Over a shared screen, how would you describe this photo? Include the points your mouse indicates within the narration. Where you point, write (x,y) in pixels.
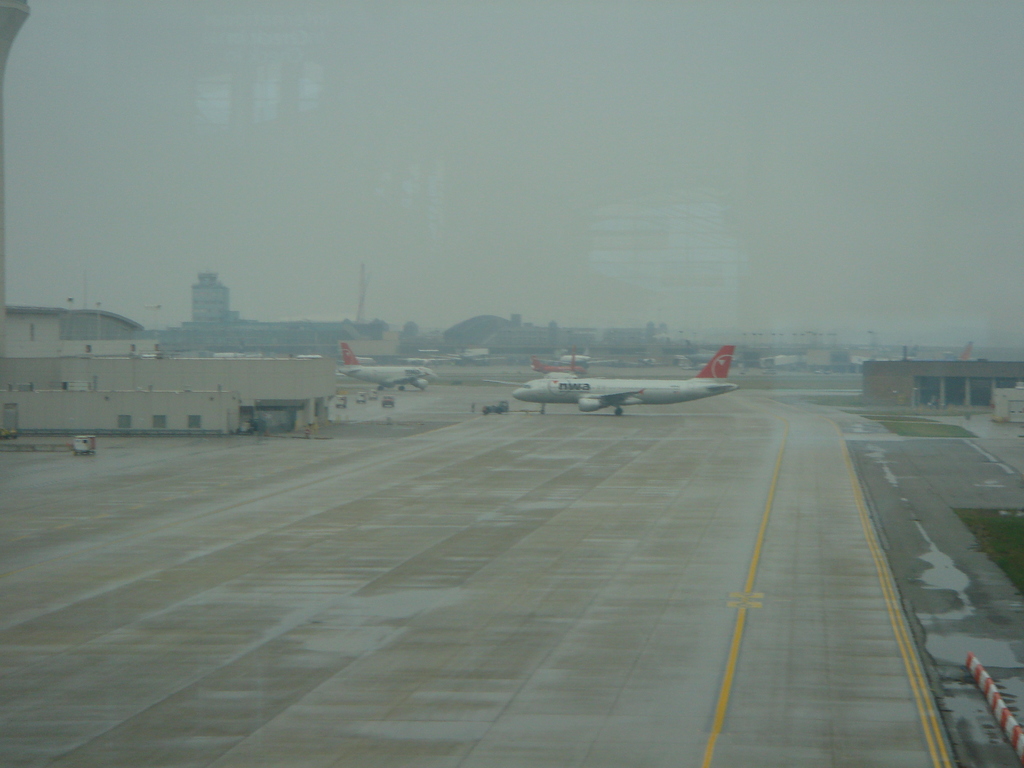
There are aircraft (364,368), vehicles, it seems like sheds (358,338) and buildings (371,345) in the center of the image (462,321) and the sky (312,292) in the background (697,250).
